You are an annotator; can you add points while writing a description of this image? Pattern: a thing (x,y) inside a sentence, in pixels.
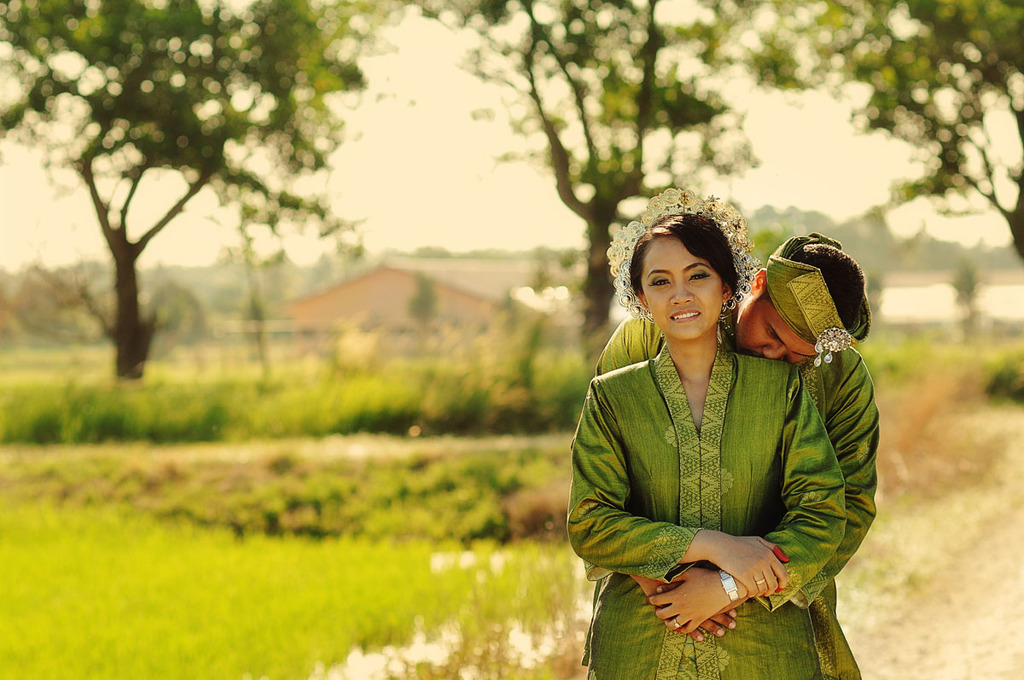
In this image in the right (766,352) a man (783,347) and woman (739,406) are standing. They both are wearing green clothes (703,460). In the background (475,197) there are trees (328,271), plants (467,341), buildings (387,302) and sky (395,169).
